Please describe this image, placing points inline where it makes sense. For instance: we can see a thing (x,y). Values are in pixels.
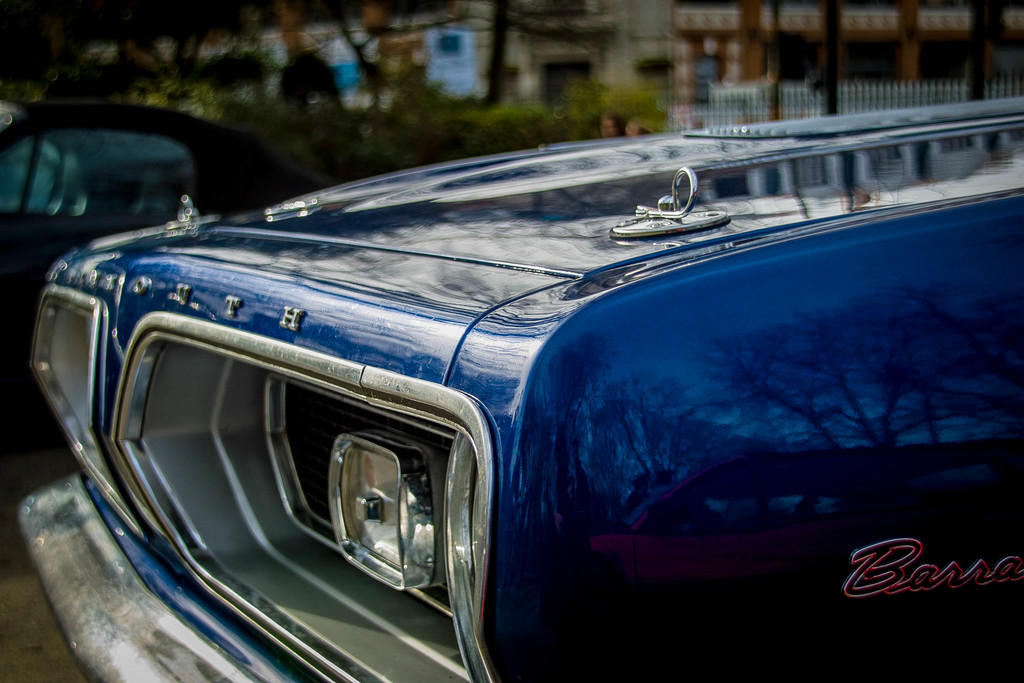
In this image in front (11,259) there are two cars (253,521) parked on the road (51,619). In the background (397,117) there are trees (432,88), metal fence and buildings (706,21).
